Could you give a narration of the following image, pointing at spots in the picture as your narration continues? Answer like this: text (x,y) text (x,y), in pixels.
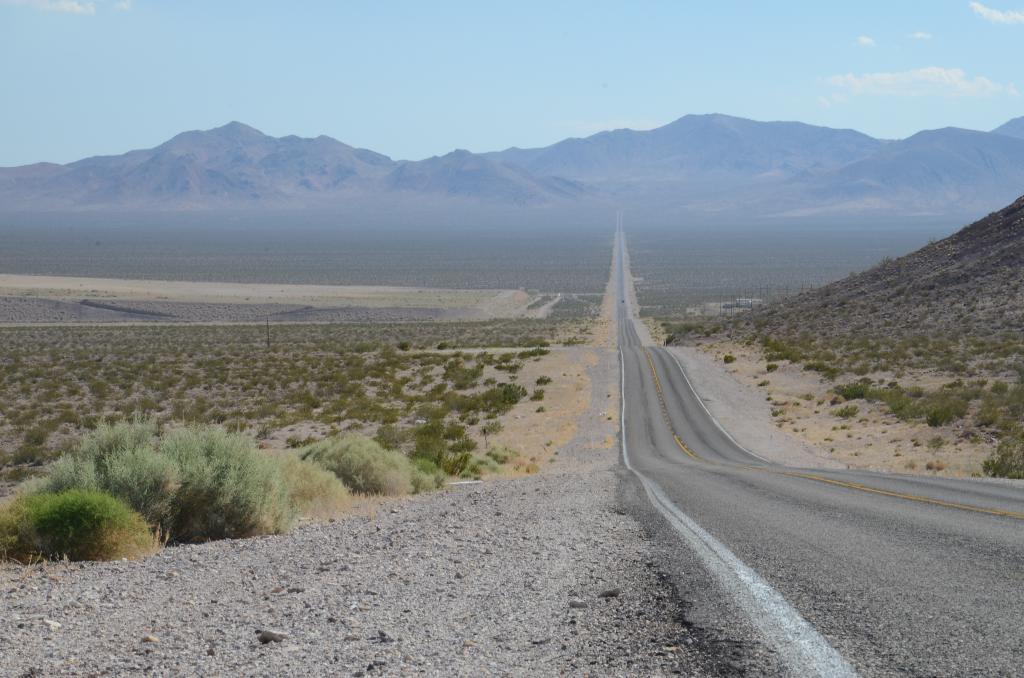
In this image we can see a road (738,446), mountains (740,145), plants (459,388), and sand (467,361) in the background (504,81) we can see the sky (423,84).
